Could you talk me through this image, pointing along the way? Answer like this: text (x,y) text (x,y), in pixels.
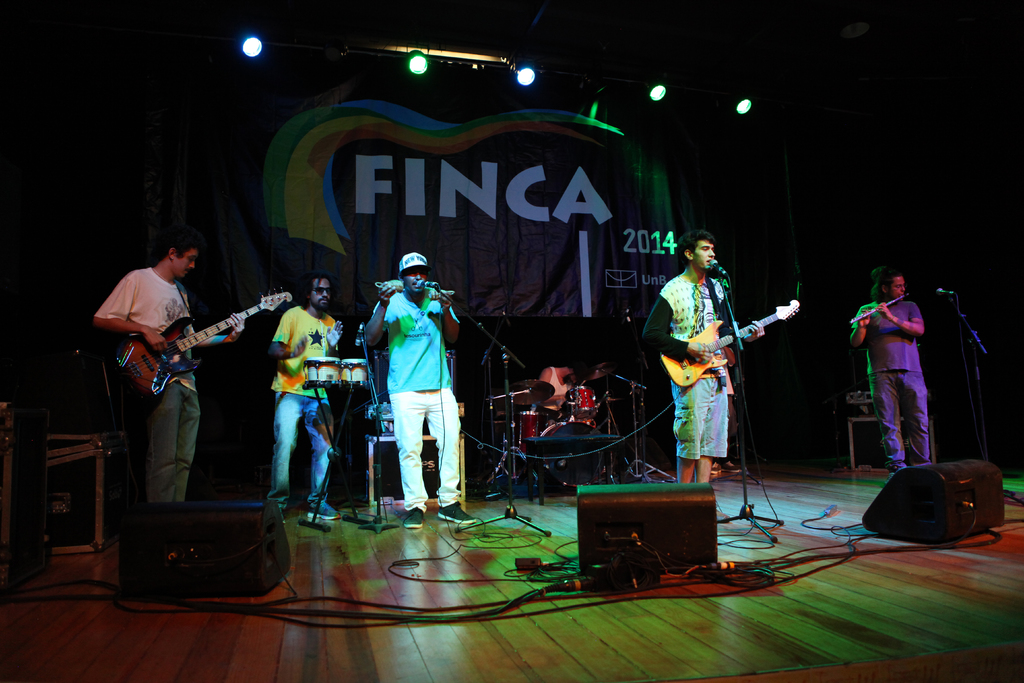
In this picture we can find five people (404,351) standing and performing the music, background we can find banner (293,263), curtain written on it as FINCA 2014, and in the ceiling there are five lights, on the floor (76,680) we can find stand wires (327,474), music box (273,570).
